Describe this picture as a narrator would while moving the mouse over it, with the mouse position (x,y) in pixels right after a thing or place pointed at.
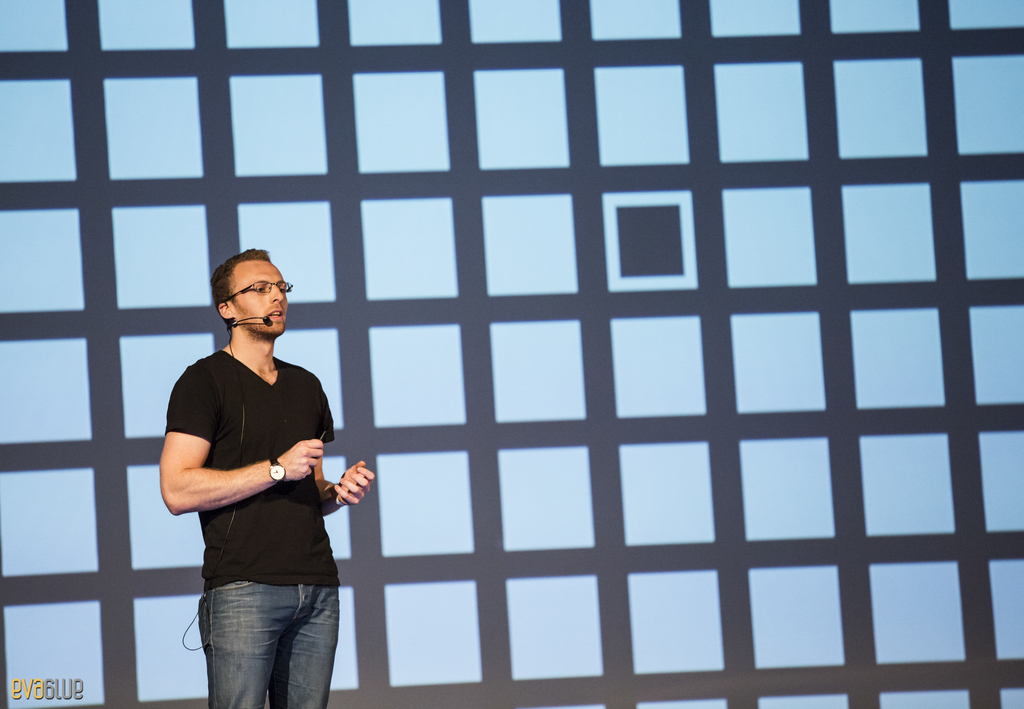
In this image we can see person (273,617) standing on the ground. In the background (358,610) there is wall (701,257).
